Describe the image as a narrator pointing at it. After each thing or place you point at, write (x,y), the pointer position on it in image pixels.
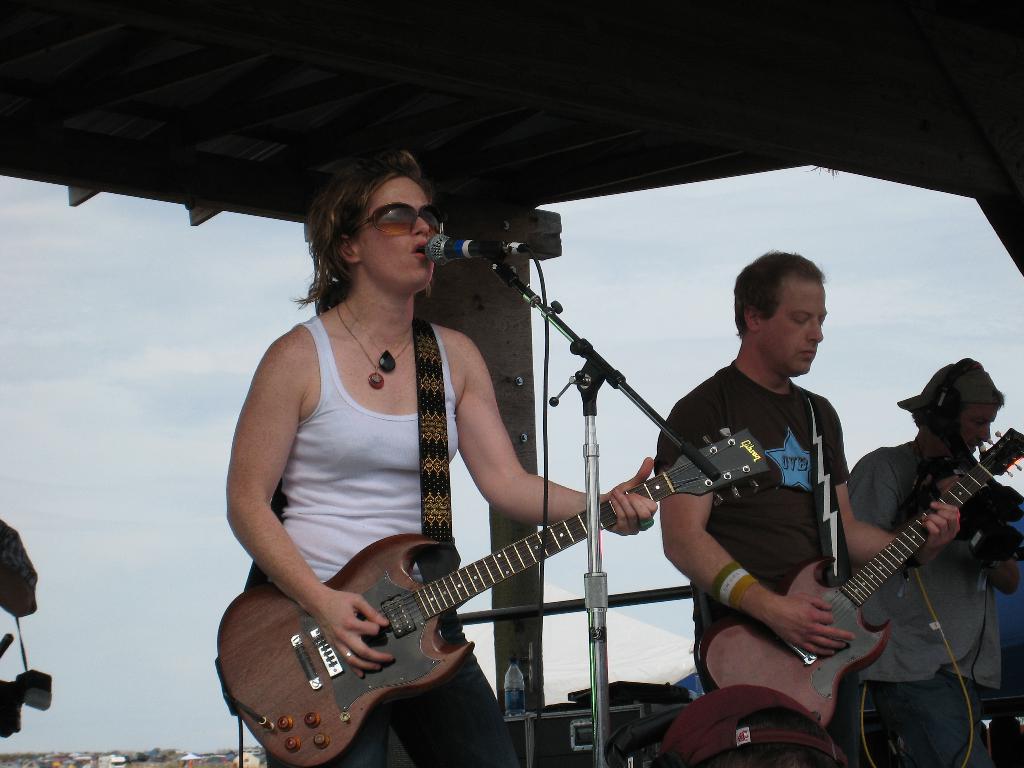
In this picture we can see two persons (839,714) who are playing guitars (854,608). She is singing on the mike (428,255) and she has spectacles (387,233). Here we can see a man (891,727). On the background (168,410) there is a sky (157,346).
